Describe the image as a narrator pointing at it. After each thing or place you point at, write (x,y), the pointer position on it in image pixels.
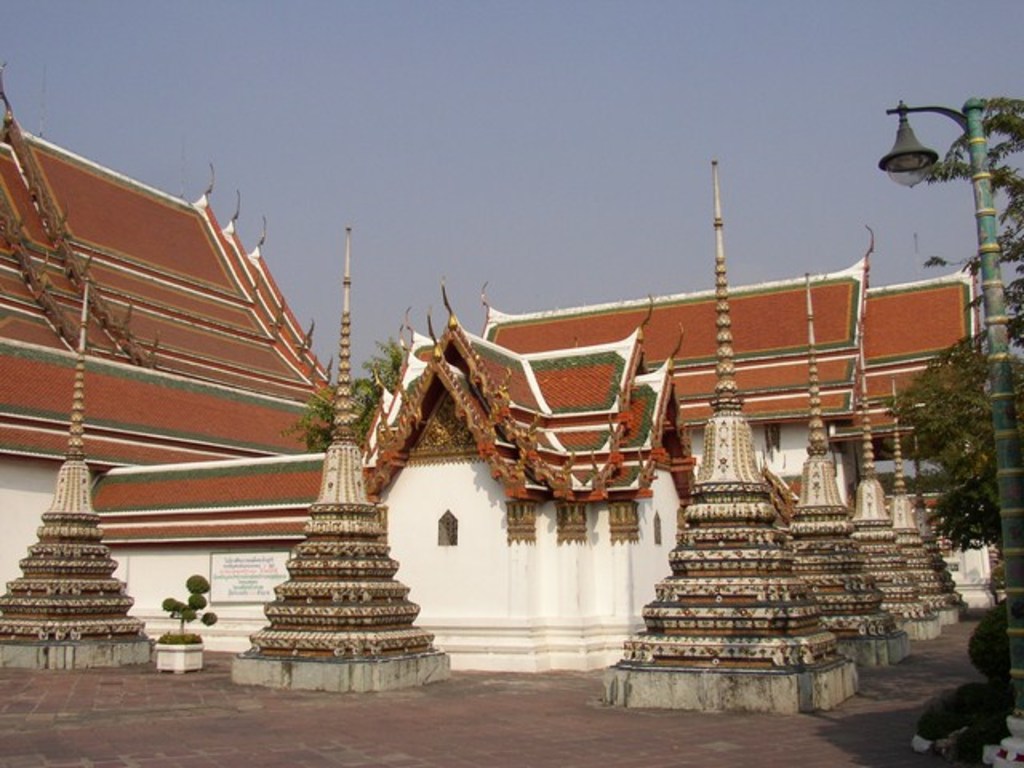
In this image we can see a few buildings (563,380), poles (336,630) and a potted plant (194,613) in front of the buildings (530,623), on the right side of the picture (987,270) there is a street light (981,181) and a tree (989,429) and sky (524,126) in the background (490,163).
